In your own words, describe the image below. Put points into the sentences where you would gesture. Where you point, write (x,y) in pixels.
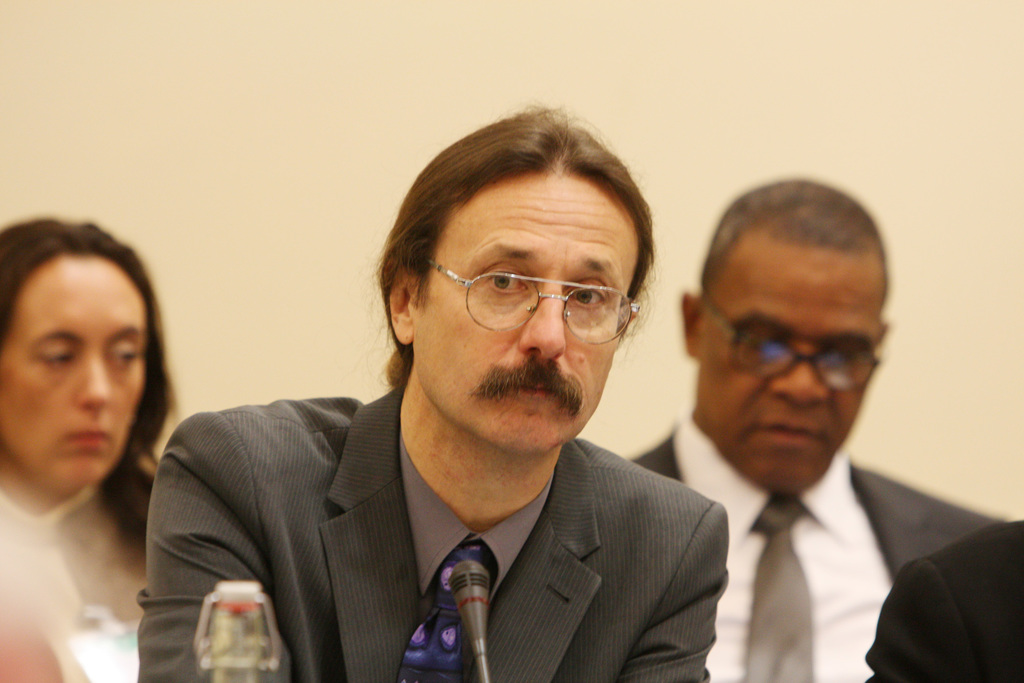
In this image we can see a group of persons (545,389) are sitting, he is wearing the suit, here is the microphone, at back (319,362) here is the wall (231,172).
